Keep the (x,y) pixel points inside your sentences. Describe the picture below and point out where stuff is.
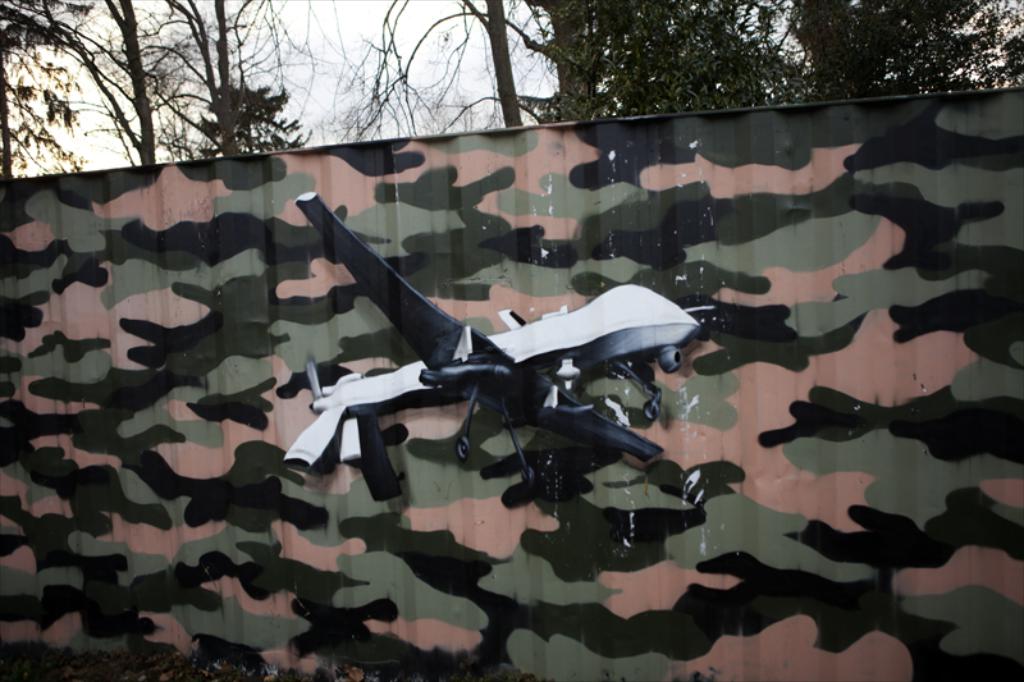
This is the picture of a drone painting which is plane shape and it is on the wall (624,246) and behind there are some trees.
